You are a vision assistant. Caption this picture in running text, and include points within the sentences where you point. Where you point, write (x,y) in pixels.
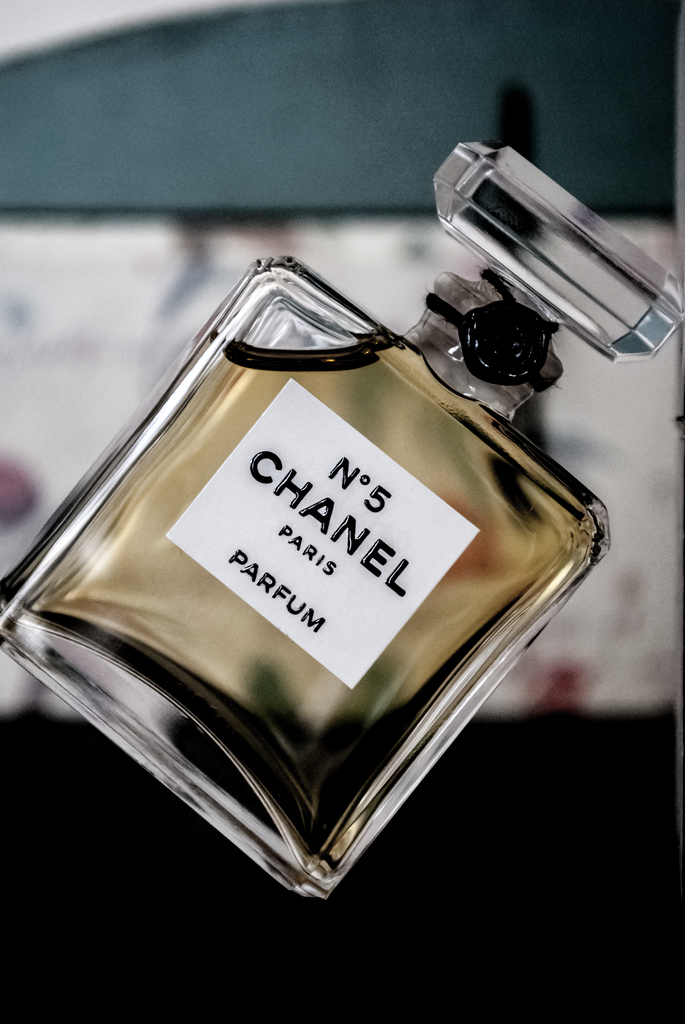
In this picture we can observe a perfume bottle (234,686) which is in square shape. We can observe a white color sticker (297,461) on the bottle (264,549). The perfume (376,753) is in pale yellow color. In the background (186,146) it is completely blur.
